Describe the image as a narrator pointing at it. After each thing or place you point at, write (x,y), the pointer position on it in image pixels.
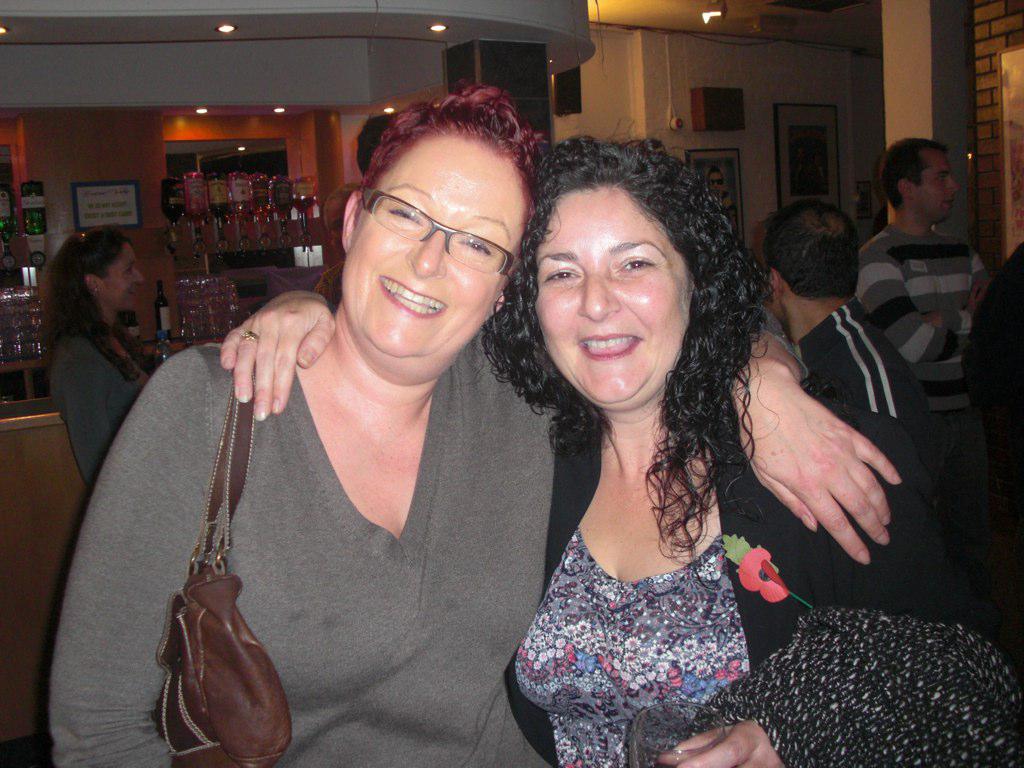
There are two women (554,489) who are smiling. On right side (962,260) there is person (956,285) who is wearing a t-shirt (932,304). On left side (85,328) there is a person (83,330) who is looking to the person (909,209). On the table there is a glasses (25,310), bottles (212,212).
